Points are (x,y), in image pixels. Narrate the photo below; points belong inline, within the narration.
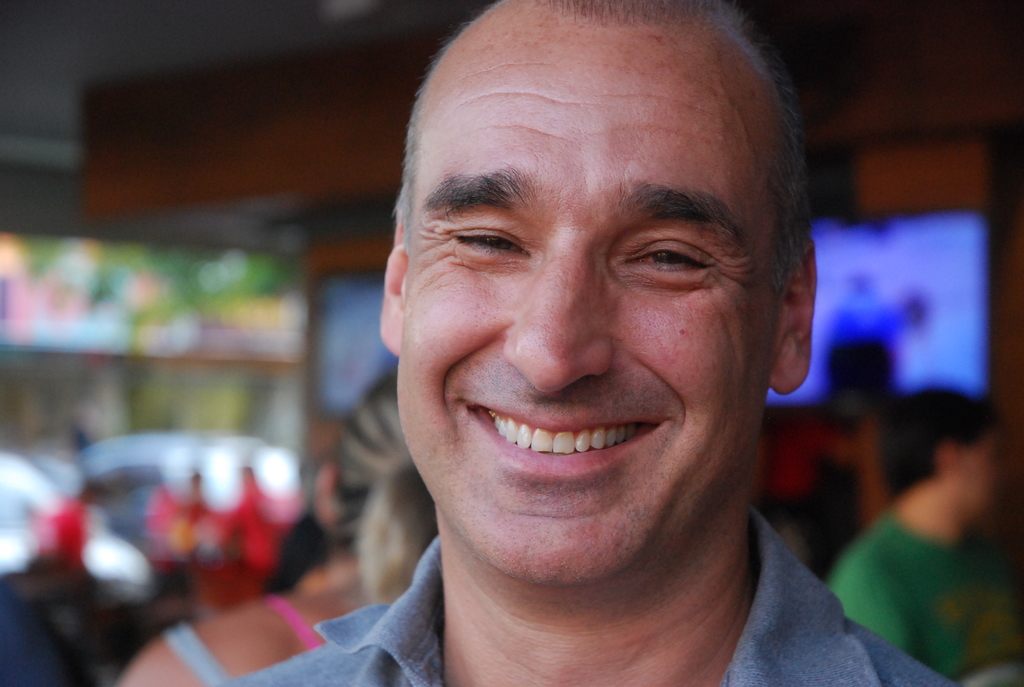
There is a man (658,313) in the center of the image (466,348), there are people (378,396) and remaining objects (246,404) are not clear in the background area (236,438).
